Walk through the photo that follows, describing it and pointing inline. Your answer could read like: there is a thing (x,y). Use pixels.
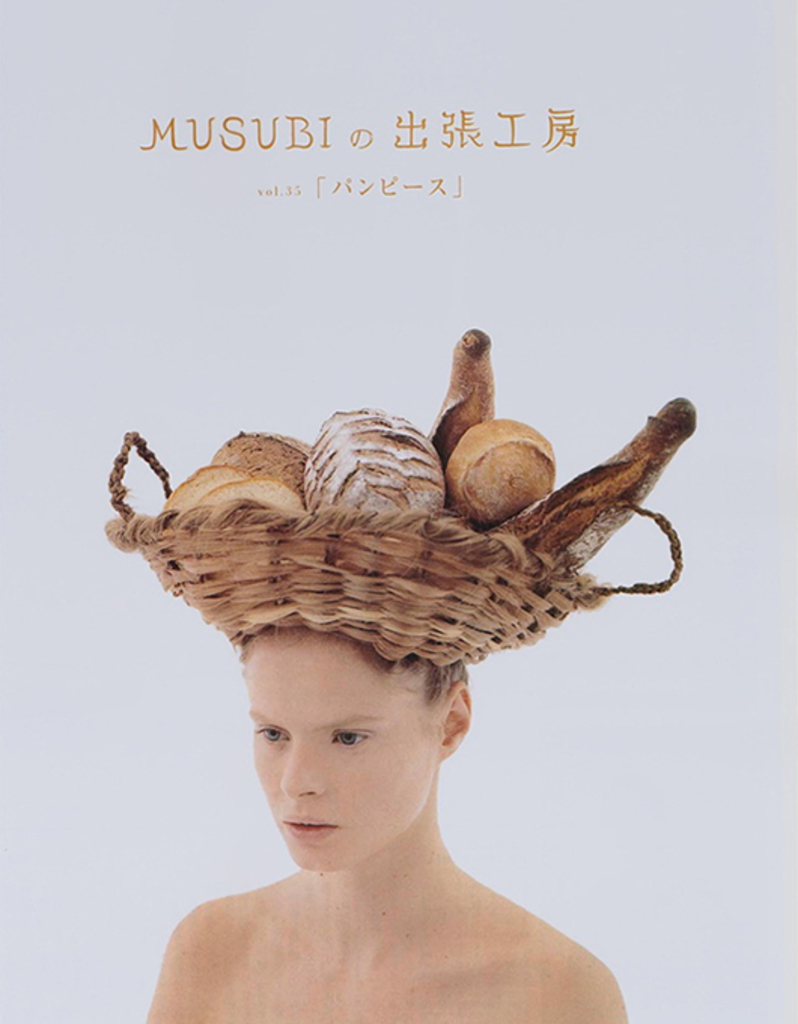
This is a poster (516,917) and in this poster (228,253) we can see a basket (407,594) on a person head (455,680) with some objects (382,479) in it and some text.
